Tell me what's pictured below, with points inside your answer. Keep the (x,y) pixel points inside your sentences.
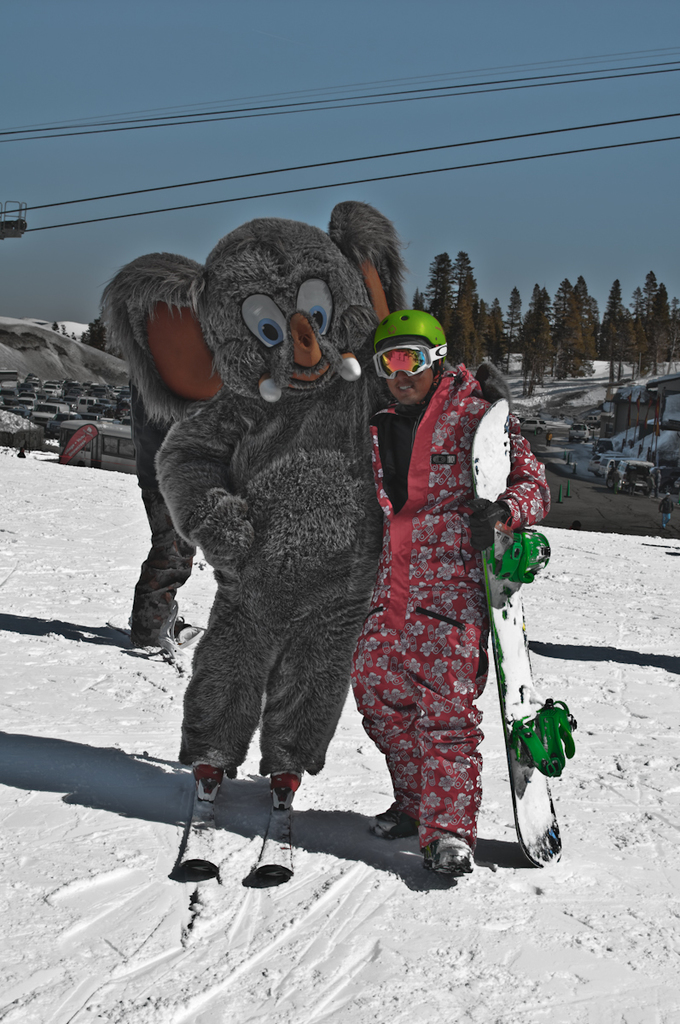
In this picture we can see a person (427,572) holding a snowboard (521,721) in her hand (478,525) and this person (478,527) wore goggles (398,362), helmet (441,340), coat (410,499) and standing beside the person (254,398) who wore costume of a animal (258,503) and in the background (631,437) we can see wire (54,228), trees (559,344), building (621,423), snow (378,837).
